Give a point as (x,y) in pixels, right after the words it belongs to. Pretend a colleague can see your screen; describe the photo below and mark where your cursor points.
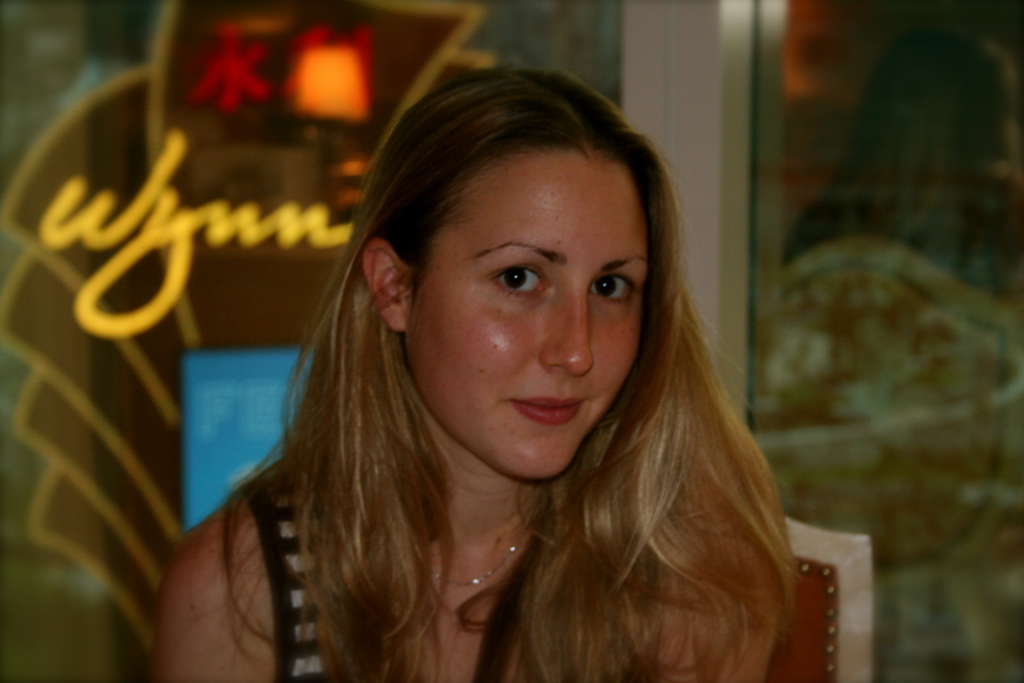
In this image there is a girl (591,321) with a smile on her face (548,433) is staring at something.
